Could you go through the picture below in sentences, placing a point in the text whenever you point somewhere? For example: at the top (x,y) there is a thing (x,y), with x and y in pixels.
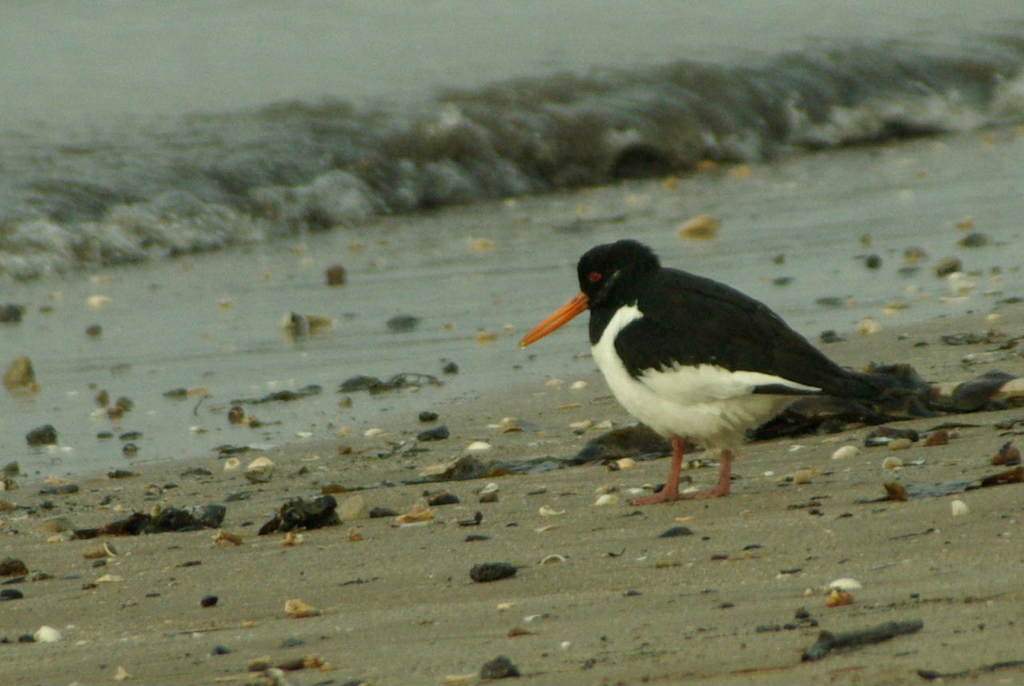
This picture is clicked outside the city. On the right (691,342) there is a black and white color bird (691,347) with a long beak (549,323), standing on the ground (736,552) and there are some objects (954,408) lying on the ground (538,603). In the background (314,22) we can see a water body (198,76) and the ripples (356,187) in the water body (487,205).
